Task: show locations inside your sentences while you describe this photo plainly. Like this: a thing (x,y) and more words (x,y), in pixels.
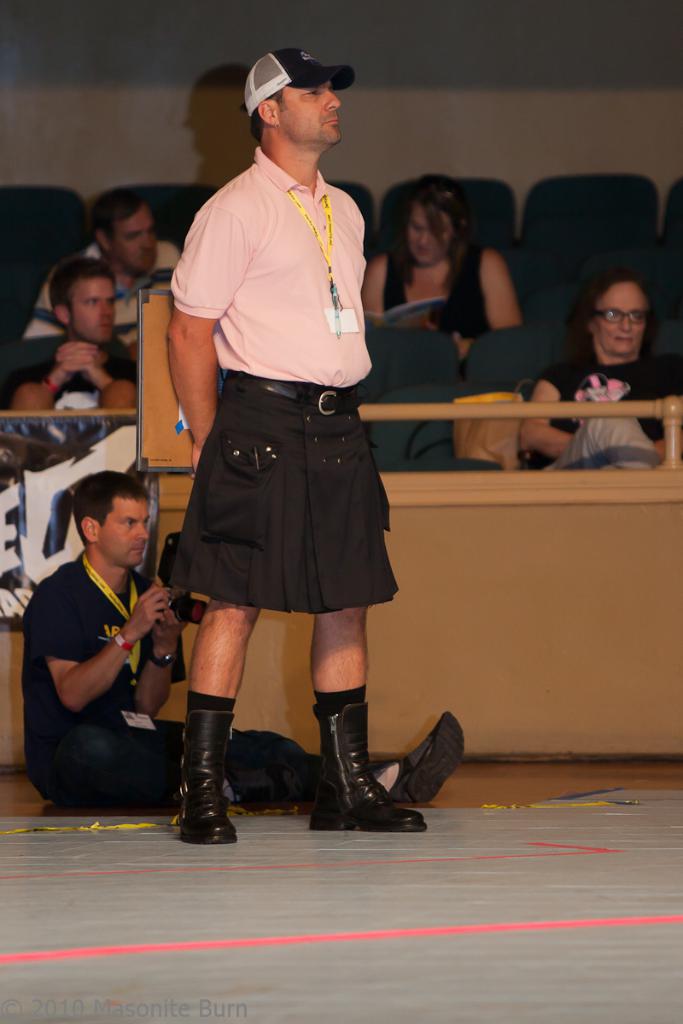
This picture shows a man (290,173) standing and he wore a cap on his head (258,113) and a id tag (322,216) on his neck (287,146) and we see another man (255,743) seated on the floor (36,807) holding a camera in his hand (140,602) and we see few people (444,184) seated on the chairs (55,237) and watching.
